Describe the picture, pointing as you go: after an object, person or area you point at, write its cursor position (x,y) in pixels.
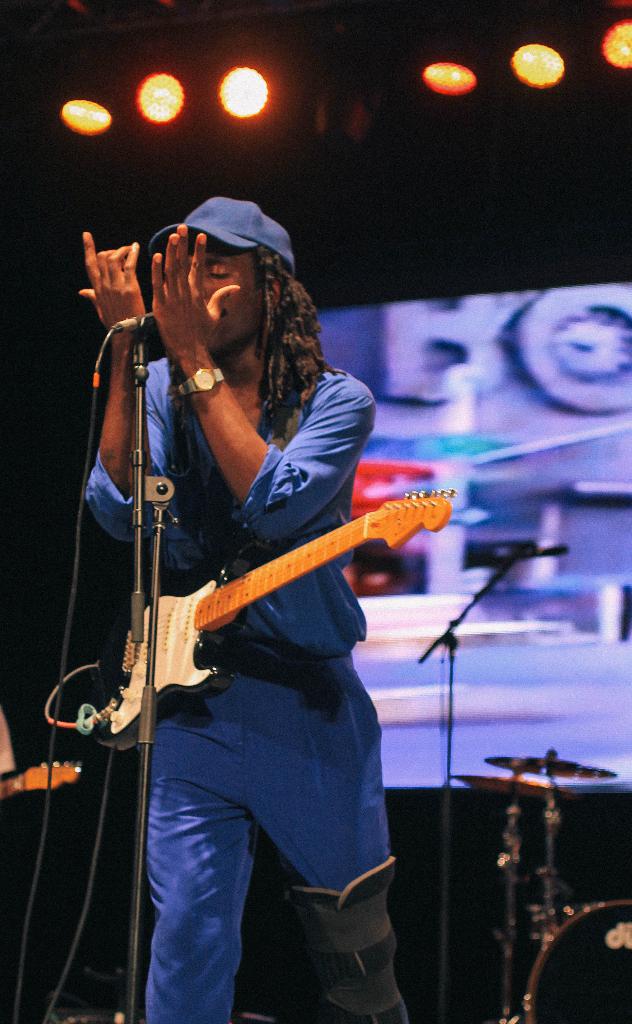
This image is taken in a concert. In the middle of the image (365,398) there is a man (336,900) standing with a guitar (188,639) and a mic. In the right side of the image (614,989) there are few musical instruments (579,961) and a mic (442,945). At the background (511,626) there is a screen (480,535) and the lights (230,91).
